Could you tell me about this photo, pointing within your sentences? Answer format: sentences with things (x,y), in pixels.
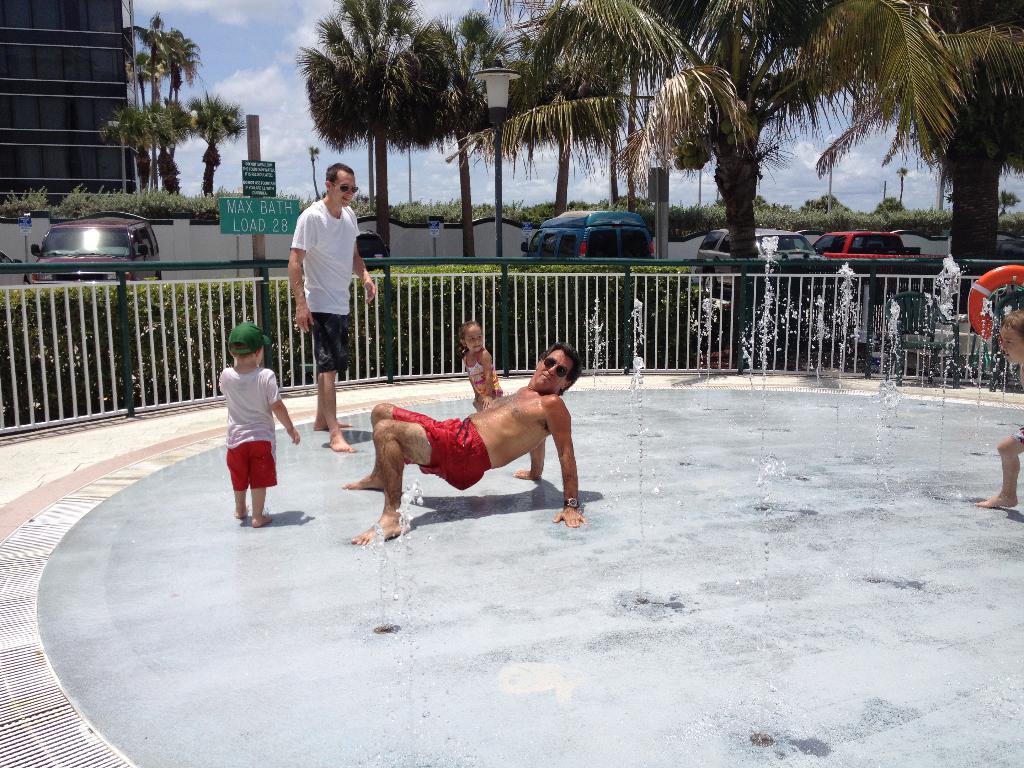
There are people (540,453) present on the floor (913,472) as we can see in the middle of this image (359,277). We can see a fence (432,279), cars (135,277), plants (555,305) and trees (138,156) in the background (470,278). The sky (483,166) is at the top of this image (471,157).
